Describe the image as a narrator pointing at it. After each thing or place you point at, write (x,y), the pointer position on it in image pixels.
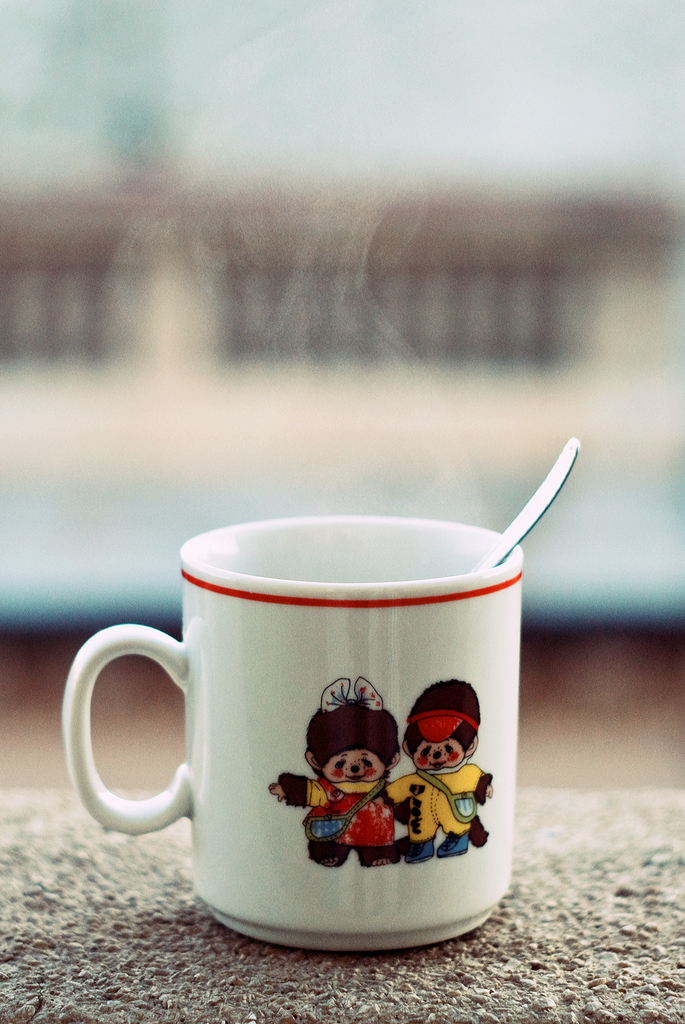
There is a coffee cup (512,572) in the foreground area of the image (451,730), it seems like a spoon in it and a painting (379,726) on the cup (496,820).
